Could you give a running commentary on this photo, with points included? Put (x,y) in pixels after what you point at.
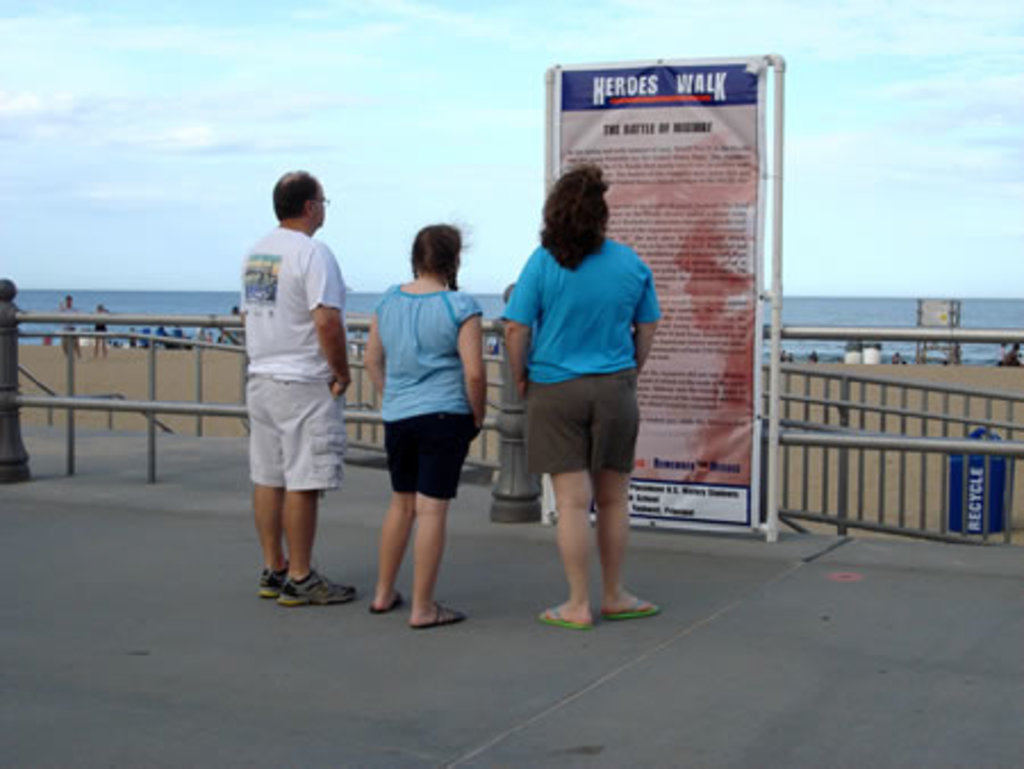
In this image we can see people (409,442) standing and there is a banner (665,72) and metal railing (904,441), a trash bin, water (134,311) and sky (873,290) in the background (954,102).
